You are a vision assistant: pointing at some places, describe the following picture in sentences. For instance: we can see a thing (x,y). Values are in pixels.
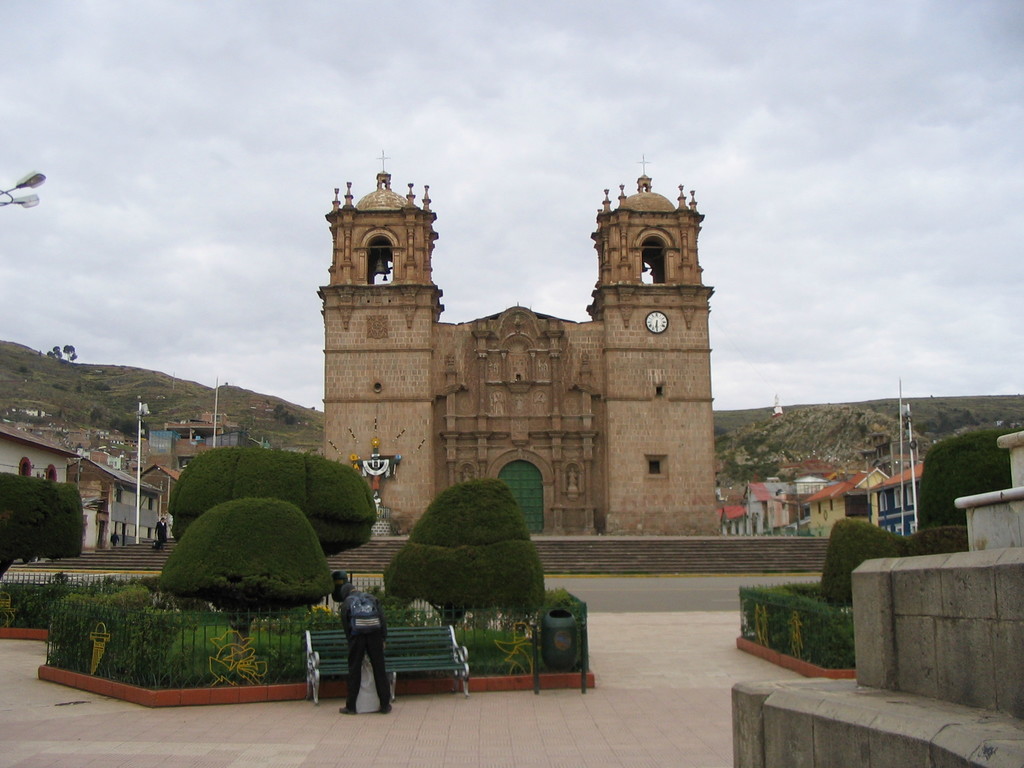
In this image we can see a cathedral (611,445). There are many buildings (760,507) at the either sides of the image. There are many trees (314,528) and plants (314,528) in the image. There is a bench (405,640) in the image. A person (376,633) is standing near the bench (453,649). There is a person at the left side of the image (159,543). There is the cloudy sky (80,188) in the image. There are few street lights (40,185) in the image. There are staircases (651,556) in the image.
